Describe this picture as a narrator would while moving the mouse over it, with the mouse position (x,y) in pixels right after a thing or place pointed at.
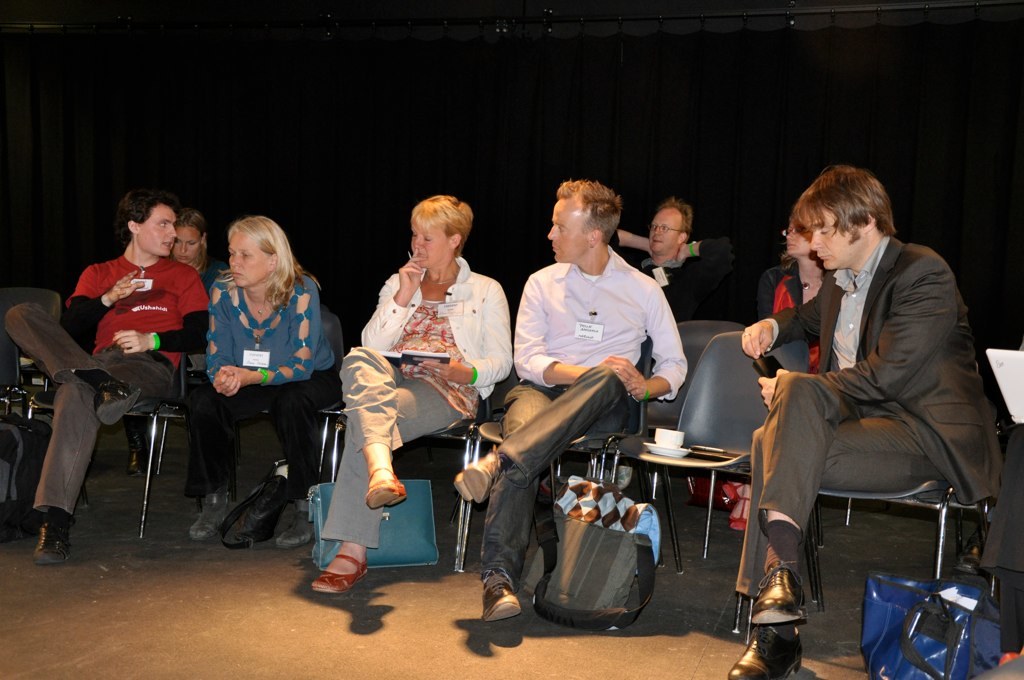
There are many persons (525,341) sitting on chairs (712,409). A lady (501,334) wearing a white shirt (400,323) is holding a book (400,365). On the floor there are bags (905,596). In the back (465,117) it is black.
